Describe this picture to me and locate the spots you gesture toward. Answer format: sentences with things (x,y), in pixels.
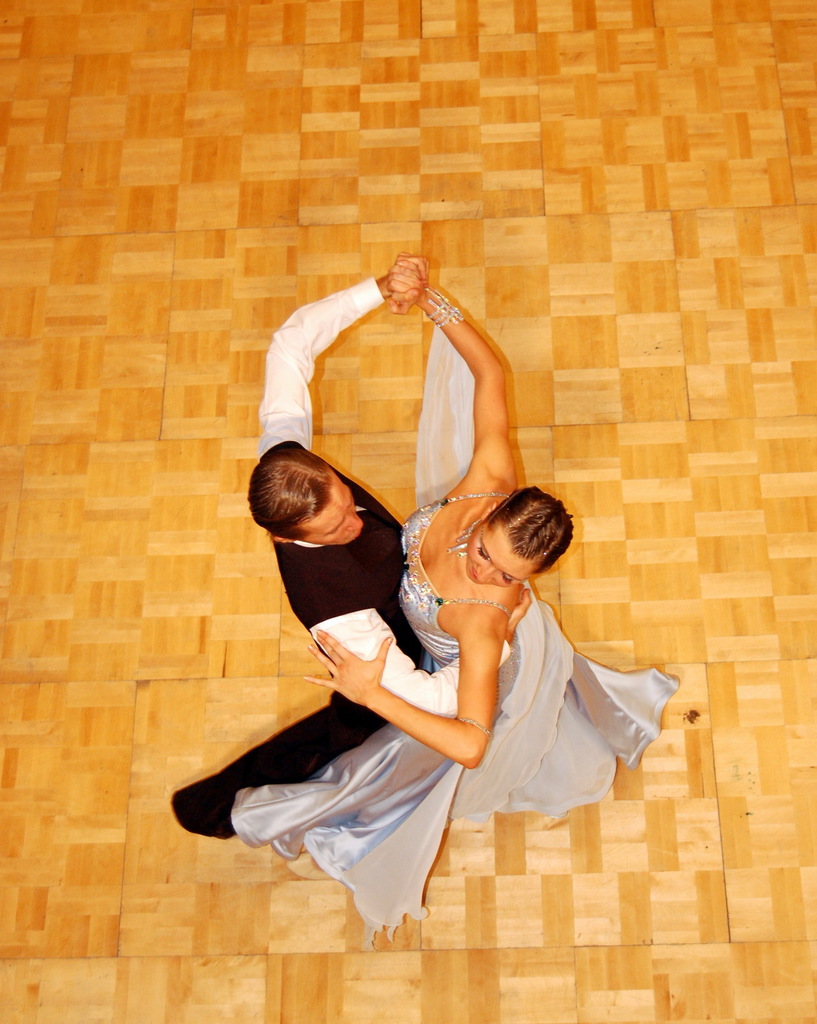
In this picture I can observe a couple (323,578) dancing on the floor (256,677). Man (375,584) is wearing black and white color dress (300,599). The floor (227,362) is in brown color.
